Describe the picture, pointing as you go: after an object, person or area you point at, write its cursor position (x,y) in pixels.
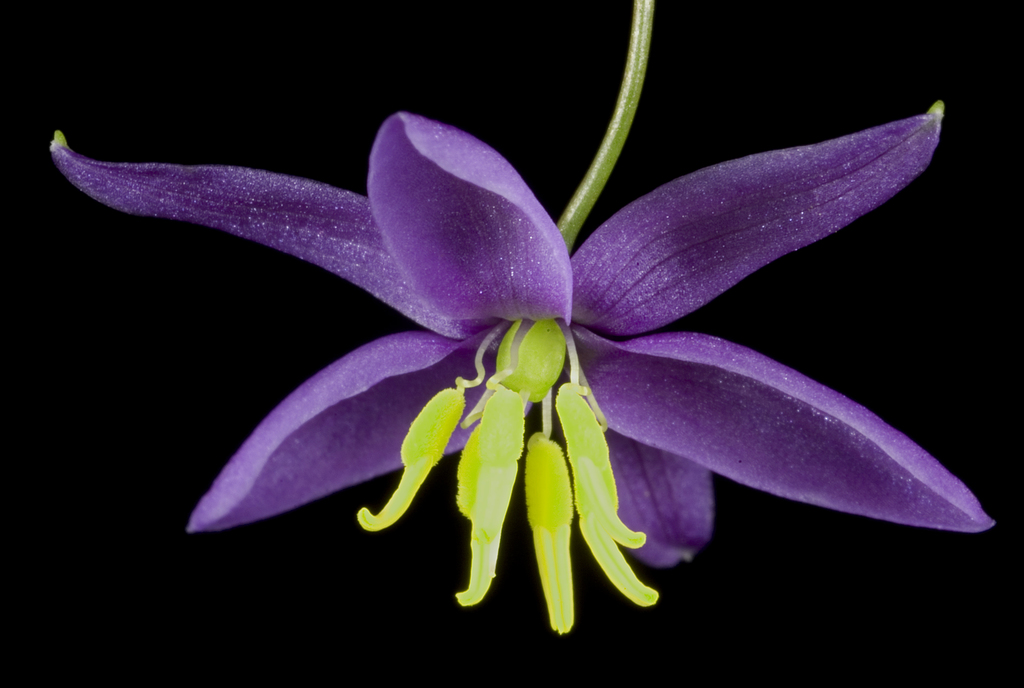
In this image in the foreground (885,502) there is a purple color flower (518,380), and there is a black background (745,104).
